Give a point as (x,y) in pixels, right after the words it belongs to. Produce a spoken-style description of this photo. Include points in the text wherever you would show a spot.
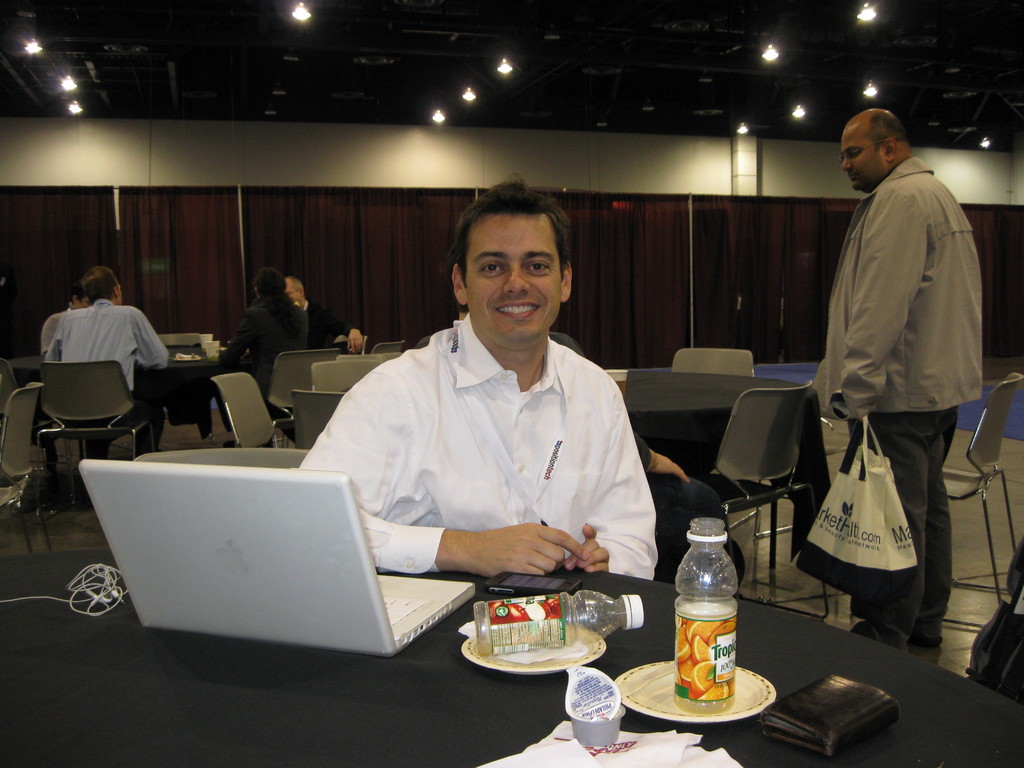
In this Image I can see people (525,286) where one is standing and rest all are sitting on chairs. Here I can see a smile on his face (509,333). On this table (134,675) I can see a wire (103,587), a laptop (360,598), few bottles (568,600) and fewer plates (636,689). I can also see he is carrying a bag (869,553). In the background (671,408) I can see the number of chairs (10,439) and number of tables (705,385). I can also see a wallet (841,687) over here.
